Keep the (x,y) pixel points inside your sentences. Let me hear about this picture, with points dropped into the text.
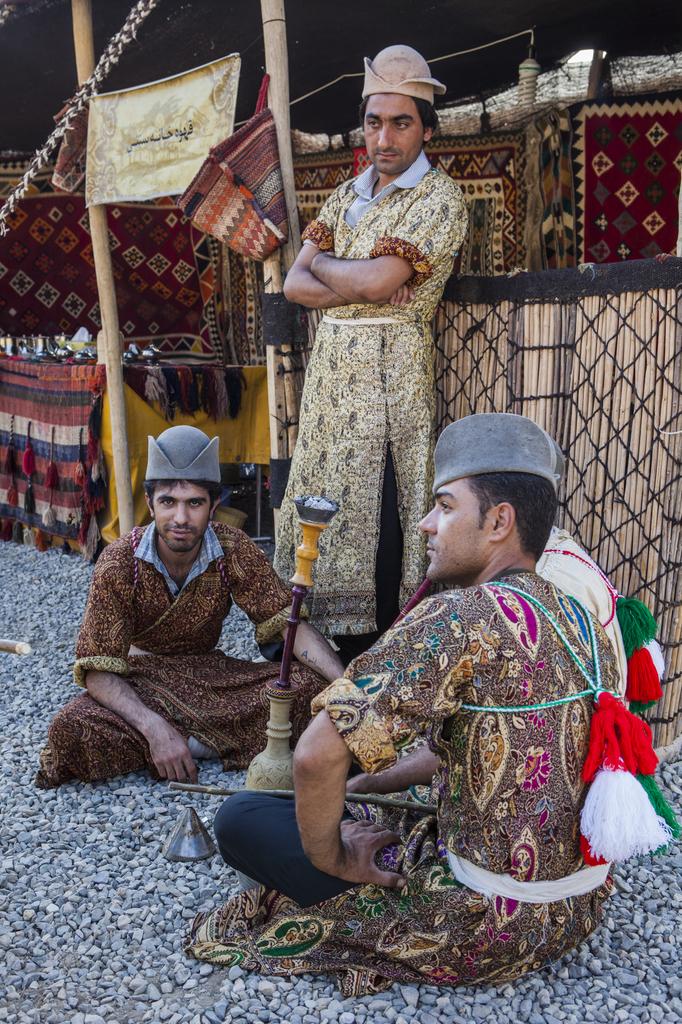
In this image I can see group of people (379,857). In front (417,860) three persons (246,670) are sitting on the floor (87,570), background (366,374) I can see the other person (356,230) standing and the person (348,374) is wearing cream and black color dress (373,407), and I can also see a banner (177,153) attached to the wooden pole (272,49). I can also see few mats (620,190) in cream and brown color.
